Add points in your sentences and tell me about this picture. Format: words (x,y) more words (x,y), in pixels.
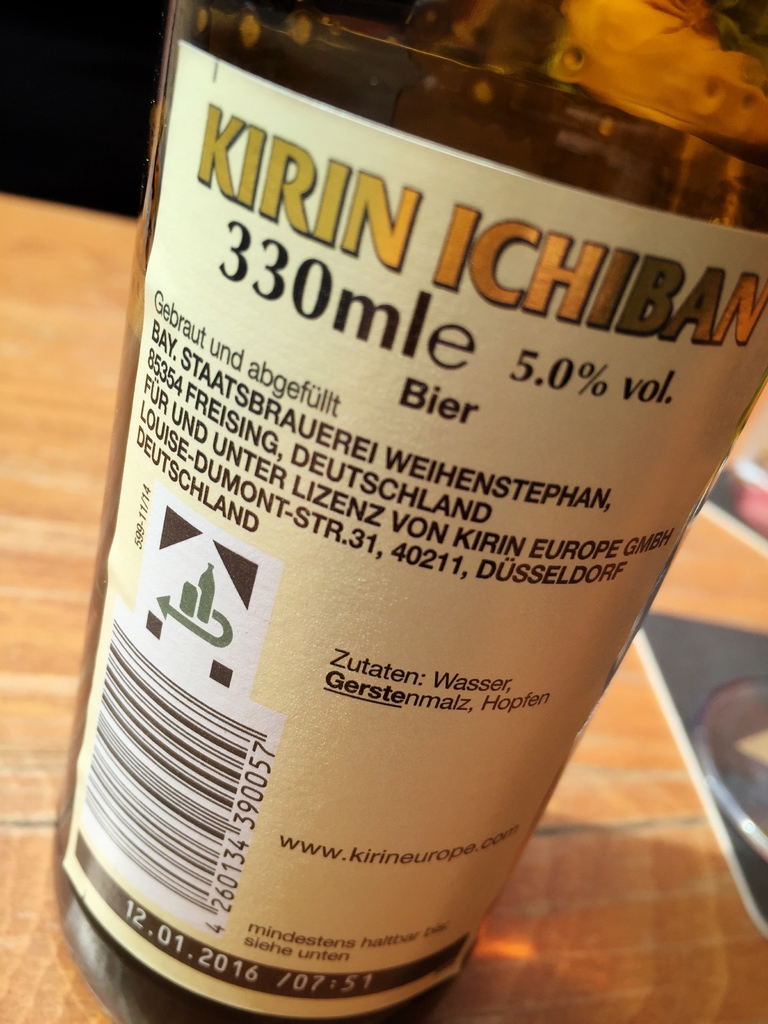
Here it is a bottle (343,403) on table (41,531), containing some liquid (99,650) in it.
